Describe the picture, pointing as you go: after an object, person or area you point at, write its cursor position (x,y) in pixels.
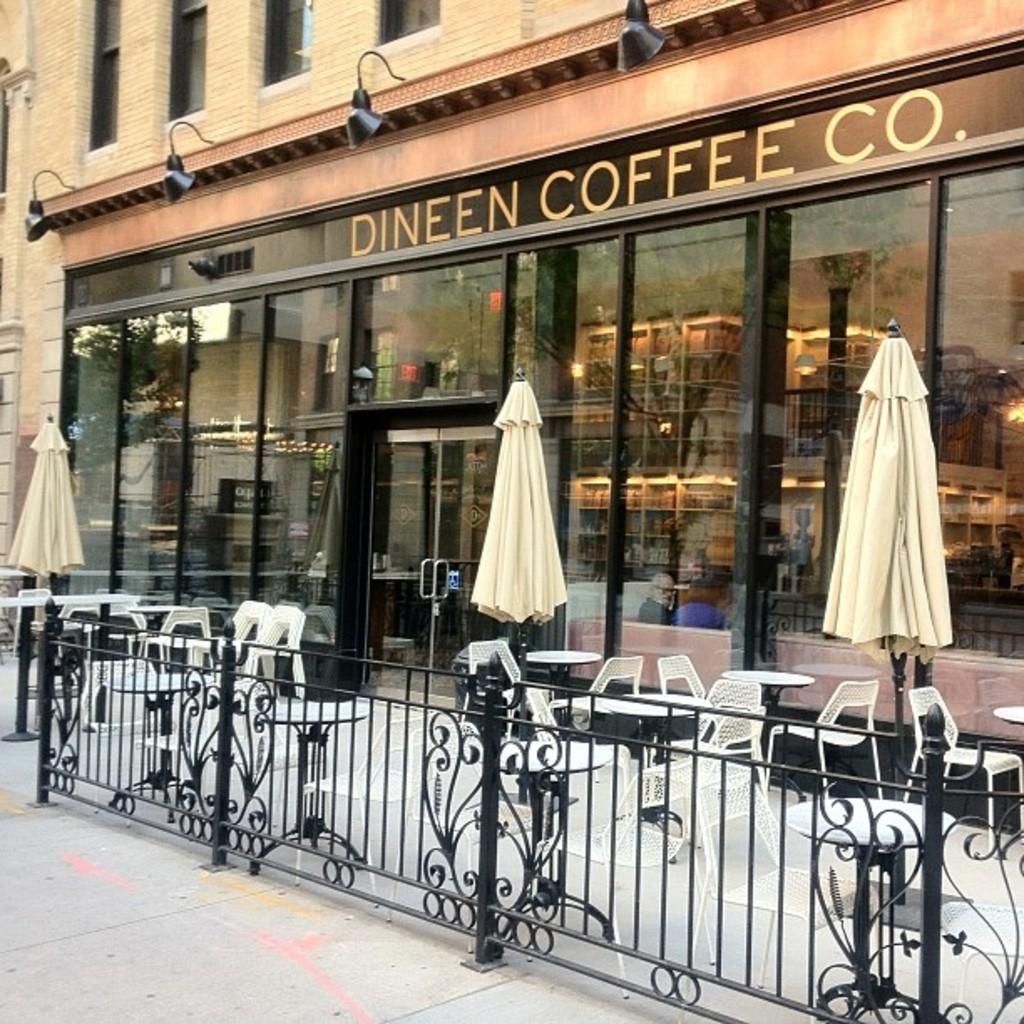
In this image, there is a black color fence (49,742), there are some white color chairs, there is a shop (426,261) and there is a building (162,202).
